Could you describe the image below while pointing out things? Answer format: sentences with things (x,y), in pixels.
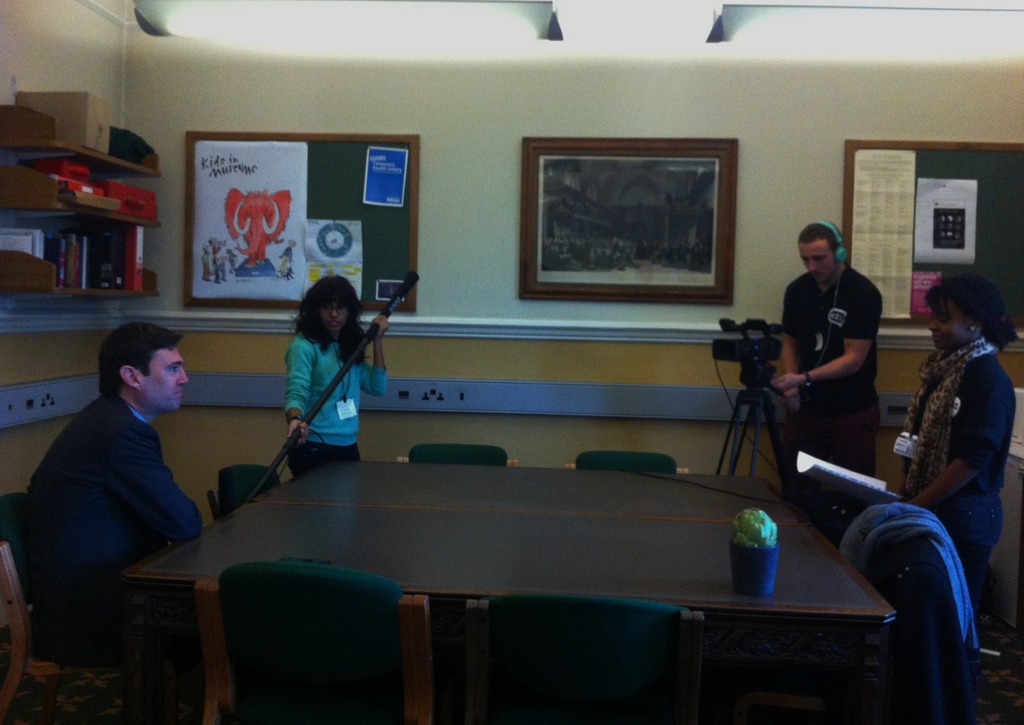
In this picture there is a man (170,510) who is sitting at the left side of the image (105,448) and there are some people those who are taking the video from the right side of the image (949,440) and there is a table (525,475) in between the chairs (480,448) at the center of the image (442,473) there are boards (615,264) at center of the image (640,248).
